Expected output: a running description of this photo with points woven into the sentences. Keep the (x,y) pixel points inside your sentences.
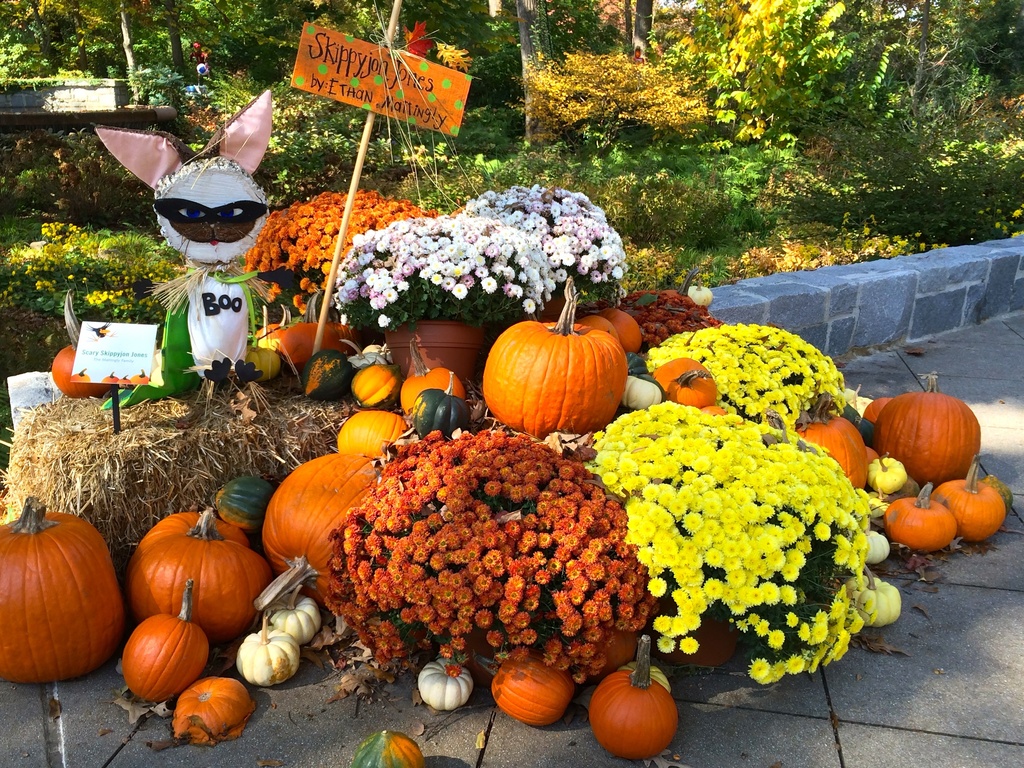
In this picture I can see pumpkins (268,573) on the left (255,533) and right side (898,420). I can see the flowers (578,475). I can see trees (502,95) in the background (514,102).
